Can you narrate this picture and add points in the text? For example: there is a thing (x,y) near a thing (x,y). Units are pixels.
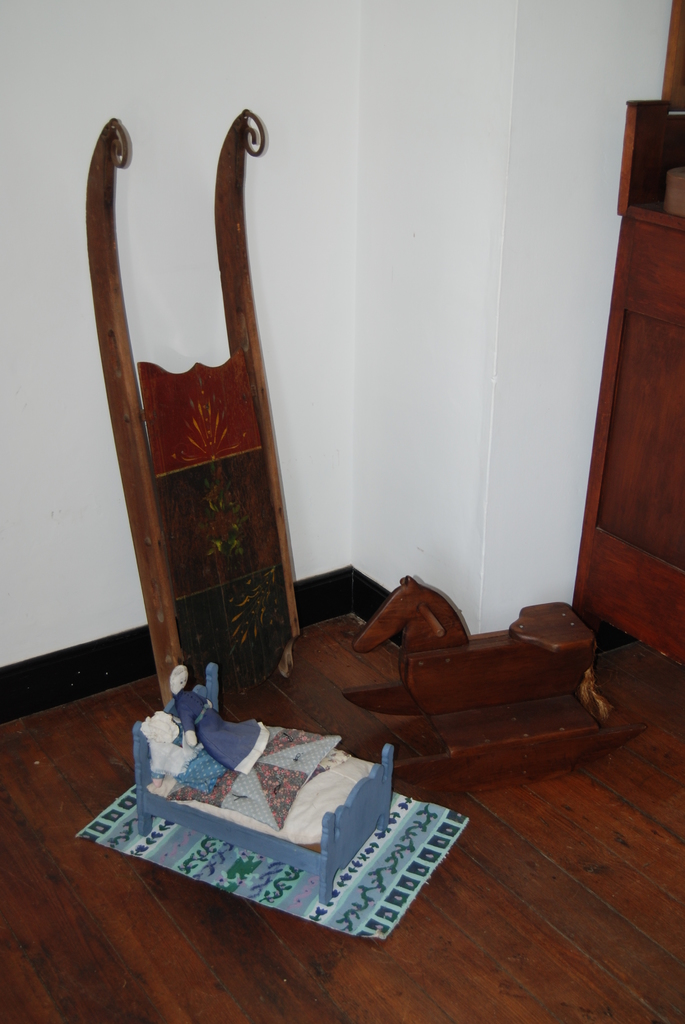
In this picture we can see toys (212,757) on the bed (272,793), rug (396,868) and wooden objects (429,784) on the wooden floor (455,887). In the background of the image (490,202) we can see wall (500,330).
